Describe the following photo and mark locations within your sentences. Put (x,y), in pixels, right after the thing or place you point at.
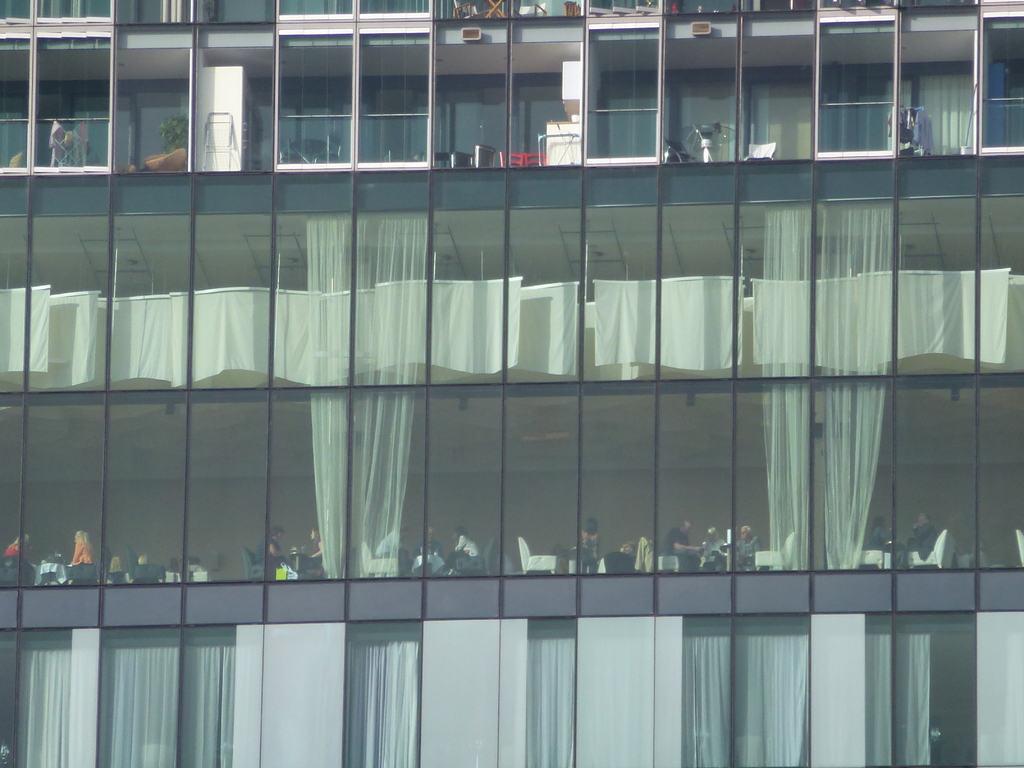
This image is the zoom in picture of a glass building (374,342) where we can see some persons (932,527) are sitting on the chairs (258,563) at bottom of this image (80,565) and there are some curtains (369,476) in middle of this image (585,313) which is in white color and there are some curtains (761,722) at bottom of this image (395,702).
